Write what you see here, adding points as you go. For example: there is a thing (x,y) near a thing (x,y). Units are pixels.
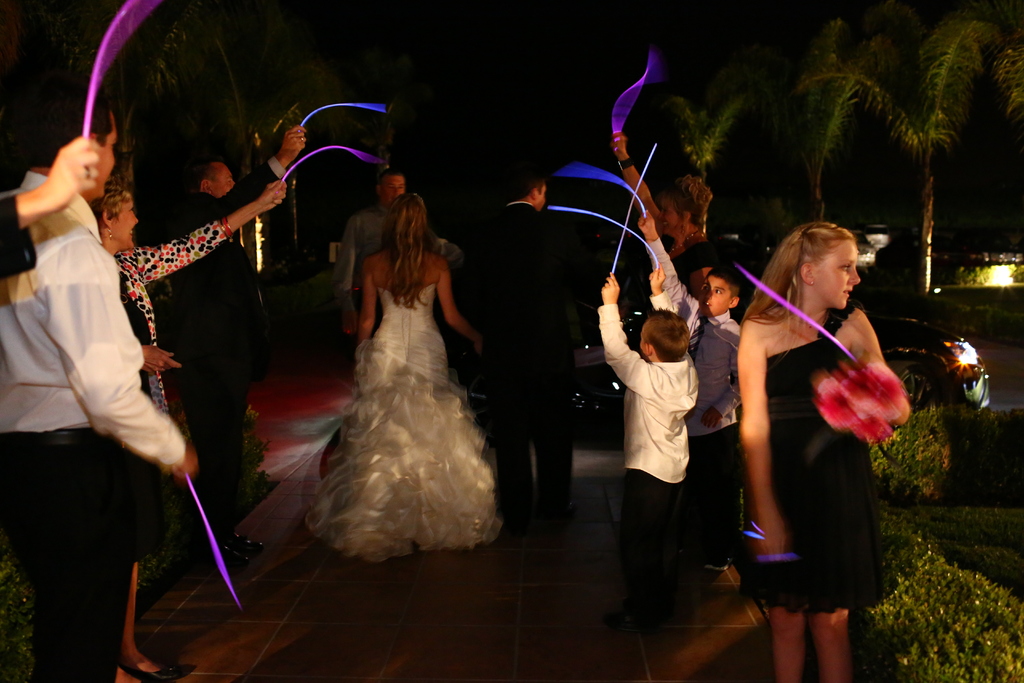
In this picture we can see a group of people (750,560) standing on the ground (323,585), vehicles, plants (900,292), trees (404,111) and some objects (357,105) and in the background (467,85) it is dark.
